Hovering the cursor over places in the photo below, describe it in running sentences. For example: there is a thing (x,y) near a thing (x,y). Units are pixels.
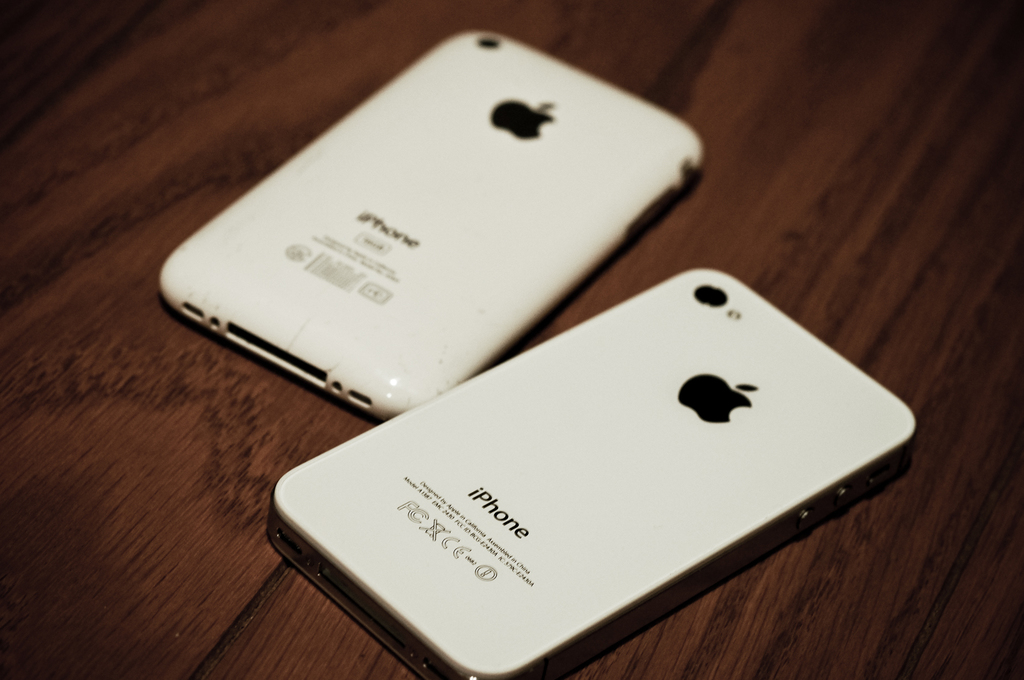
In the picture we can see a wooden table (216,181) on it we can see two Iphones (511,432) which are white in color with apple symbol (702,404).
